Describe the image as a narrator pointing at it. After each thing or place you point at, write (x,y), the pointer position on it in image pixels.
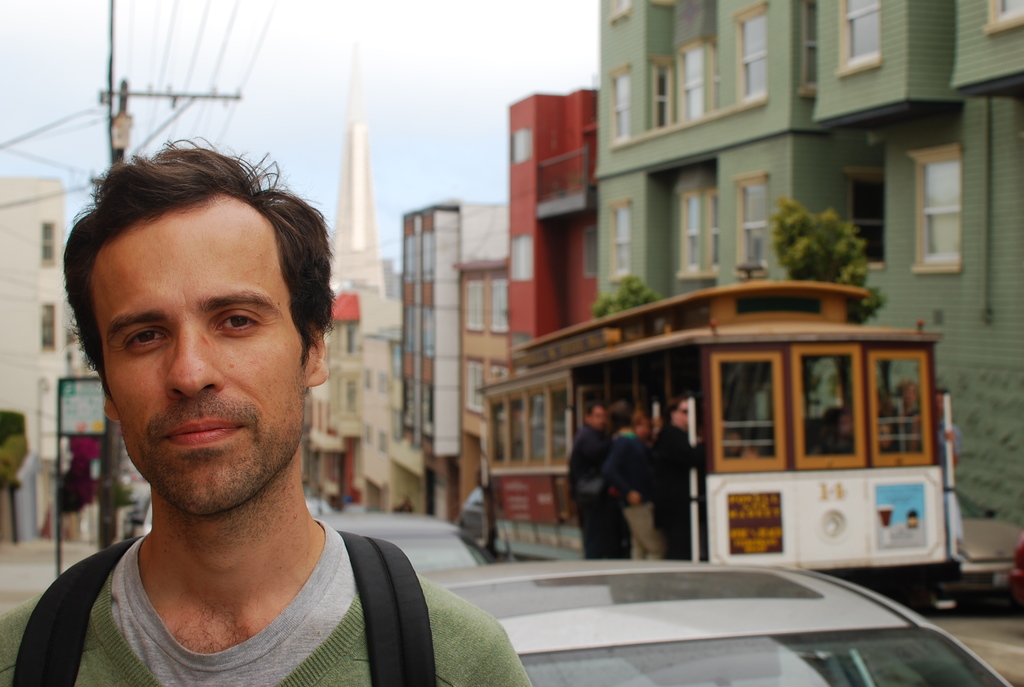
Front we can see a person (199,465). Background (144,16) it blur. We can see buildings (334,400), pole (106,433), board (96,397), people (586,476), sky (531,16) and vehicles (644,409). Beside this vehicle (687,366) there are trees (603,310).
